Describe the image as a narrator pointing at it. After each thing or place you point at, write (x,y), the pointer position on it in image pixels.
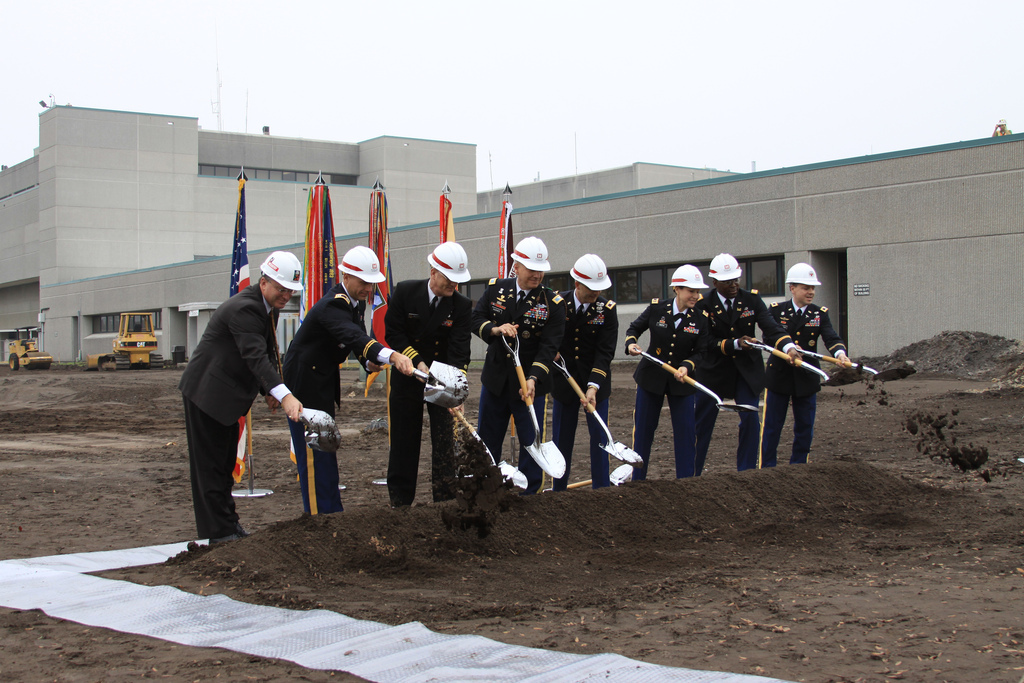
In this image we can see a group of people (547,321) holding an object (560,465) in front of sand (659,533), behind them, we can also see buildings (476,197), vehicles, poles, flags (331,206) and the sky (483,103). There we can also see a mat (253,629) near the persons (681,413).
